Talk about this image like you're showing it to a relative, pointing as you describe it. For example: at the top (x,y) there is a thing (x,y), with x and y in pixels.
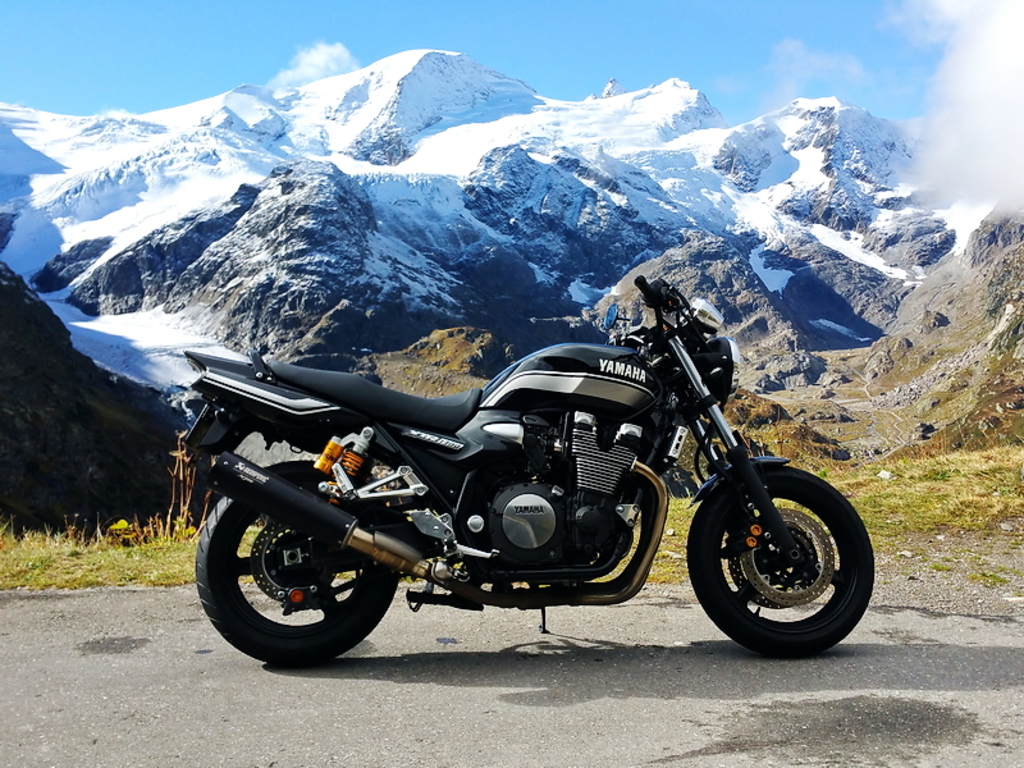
We can see bike (536,489) on the road (277,614). Background (118,553) we can see grass (131,558), hills (373,94) covered with snow (372,79) and sky (338,41) with clouds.
